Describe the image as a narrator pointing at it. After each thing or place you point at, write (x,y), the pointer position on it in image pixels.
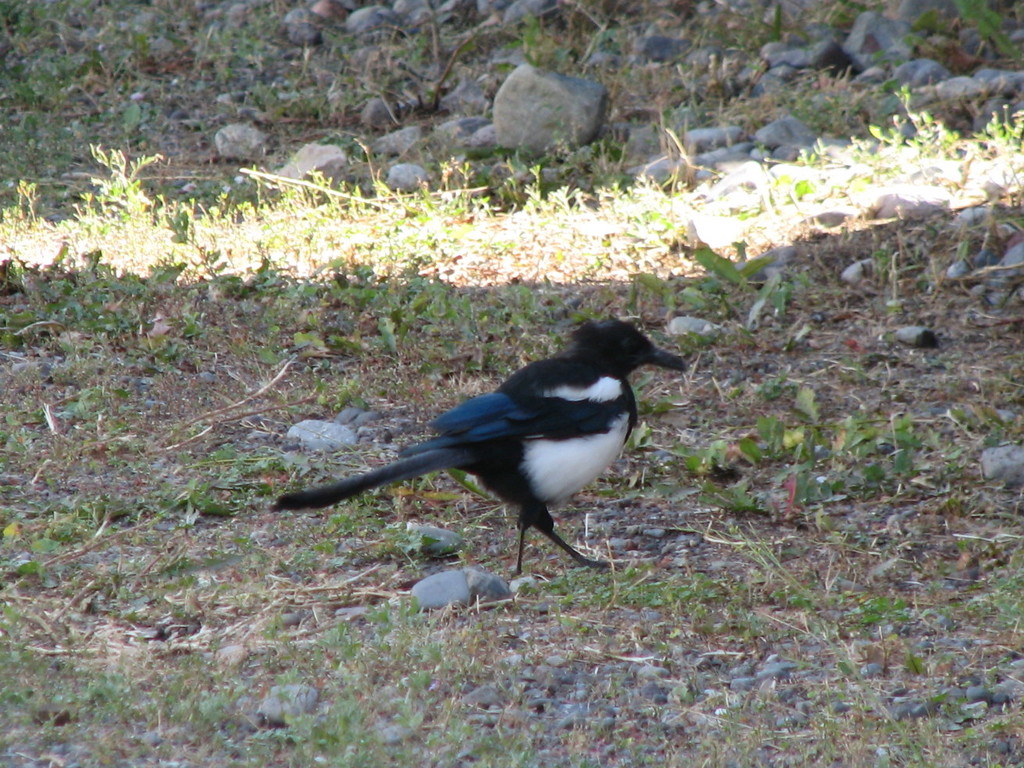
In this picture there is a bird (539,424) in the center of the image (463,422), which is black and white in color and there are pebbles (780,140) at the top side of the image (293,19).
